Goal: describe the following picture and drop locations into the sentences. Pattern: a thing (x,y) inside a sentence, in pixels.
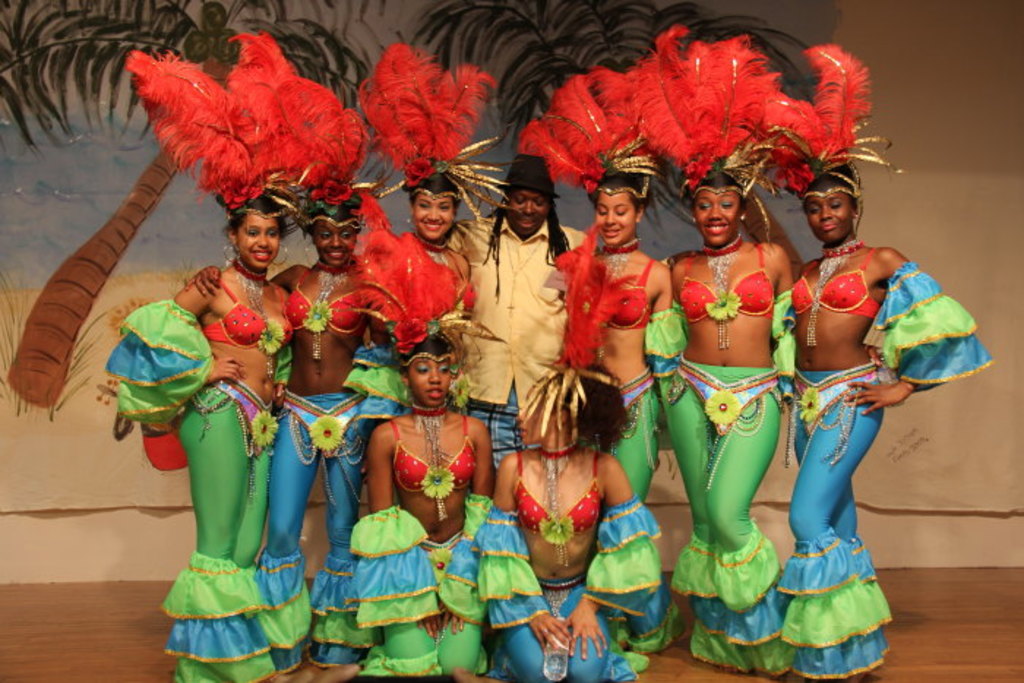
In this image, I can see few people (226,450) standing and two people (522,503) sitting on the knees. I can see the woman (286,317) with the fancy dresses (343,446). In the background (62,352), that looks like a painting (111,149) on the cloth (907,158). At the bottom of the image (921,621), that looks like a wooden floor (63,644).
